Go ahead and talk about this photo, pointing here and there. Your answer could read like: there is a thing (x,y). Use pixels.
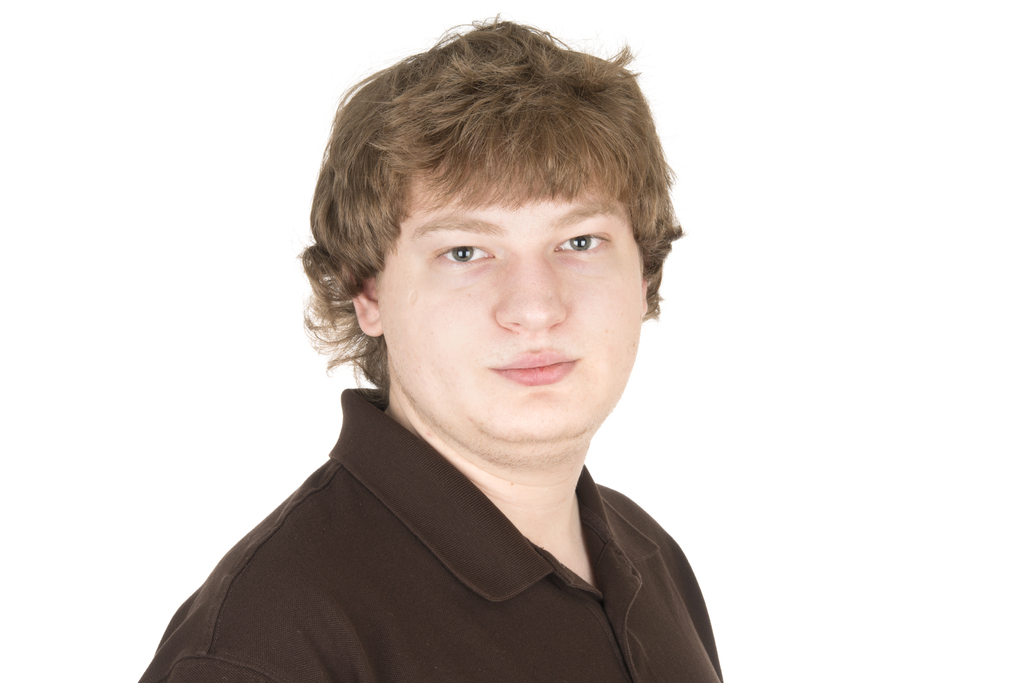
In this picture we can see a person (364,495) in the brown t shirt (344,593) and behind the man (476,403) there is a white background (83,420).
